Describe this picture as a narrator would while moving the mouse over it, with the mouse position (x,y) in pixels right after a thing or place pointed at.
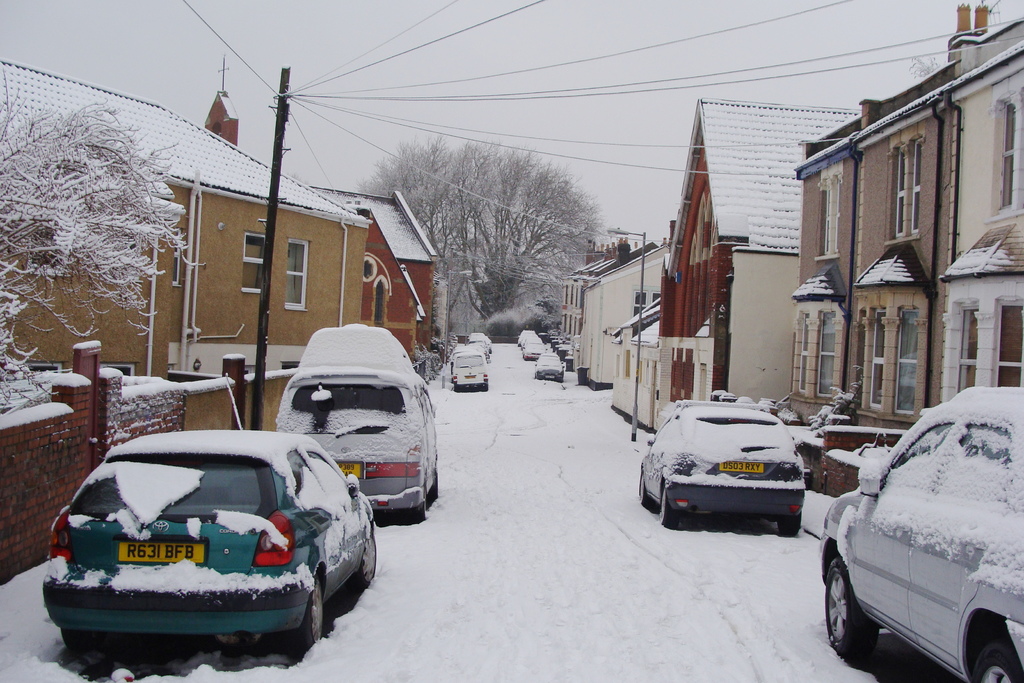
In this picture I can see vehicles (139,596), buildings (231,280) and trees (457,168) covered with the snow (349,649), and in the background (658,178) there is the sky (563,112).
